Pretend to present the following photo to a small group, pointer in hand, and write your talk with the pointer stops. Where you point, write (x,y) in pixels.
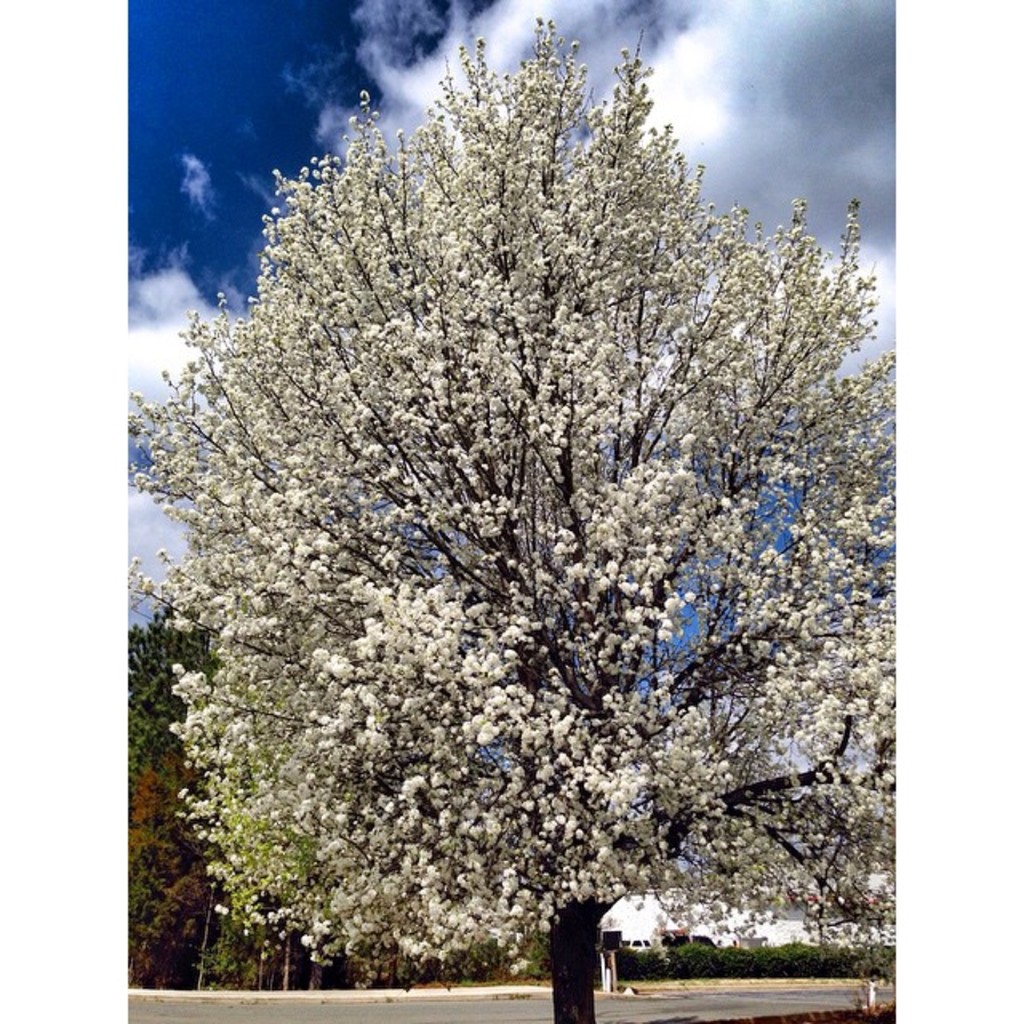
In this image we can see a tree (453,837) in the foreground (599,818). In the background (719,966), we can see the road (629,999), shrubs (737,964), building (655,936), trees (228,928) and sky (343,157) with clouds (832,101).
